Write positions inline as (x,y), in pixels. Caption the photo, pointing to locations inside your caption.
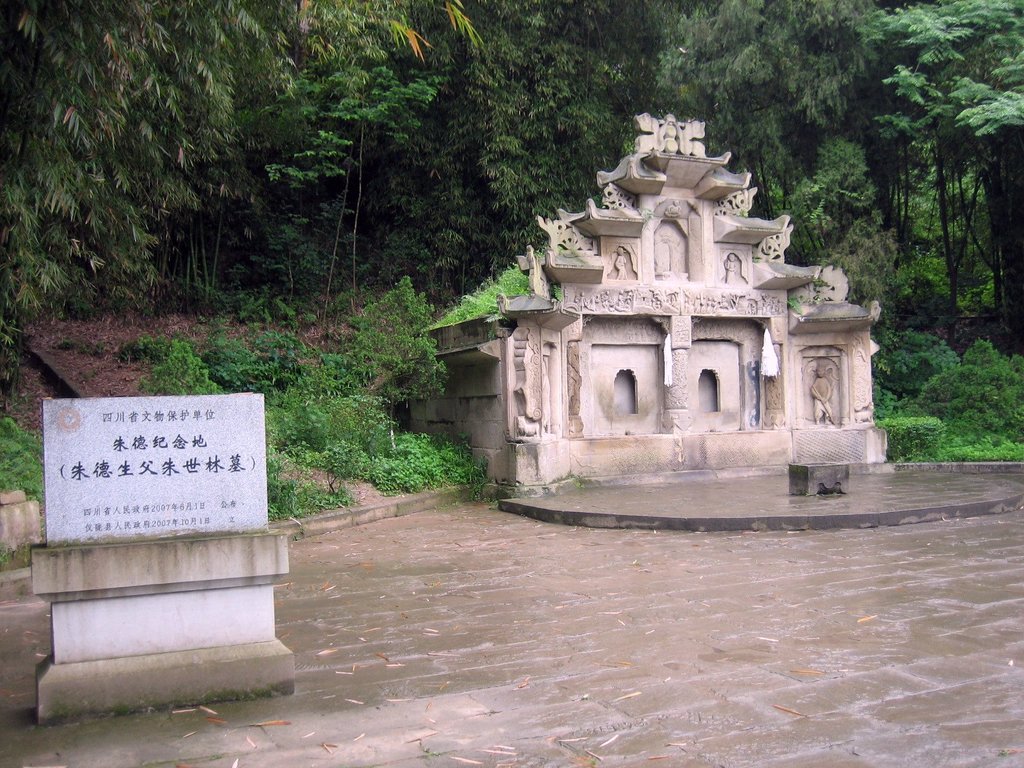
In this image in the front (226,504) there is a stone (226,504) with some text (171,472) written on it. In the background (578,322) there is a structure (624,279) and there are trees (577,192).
